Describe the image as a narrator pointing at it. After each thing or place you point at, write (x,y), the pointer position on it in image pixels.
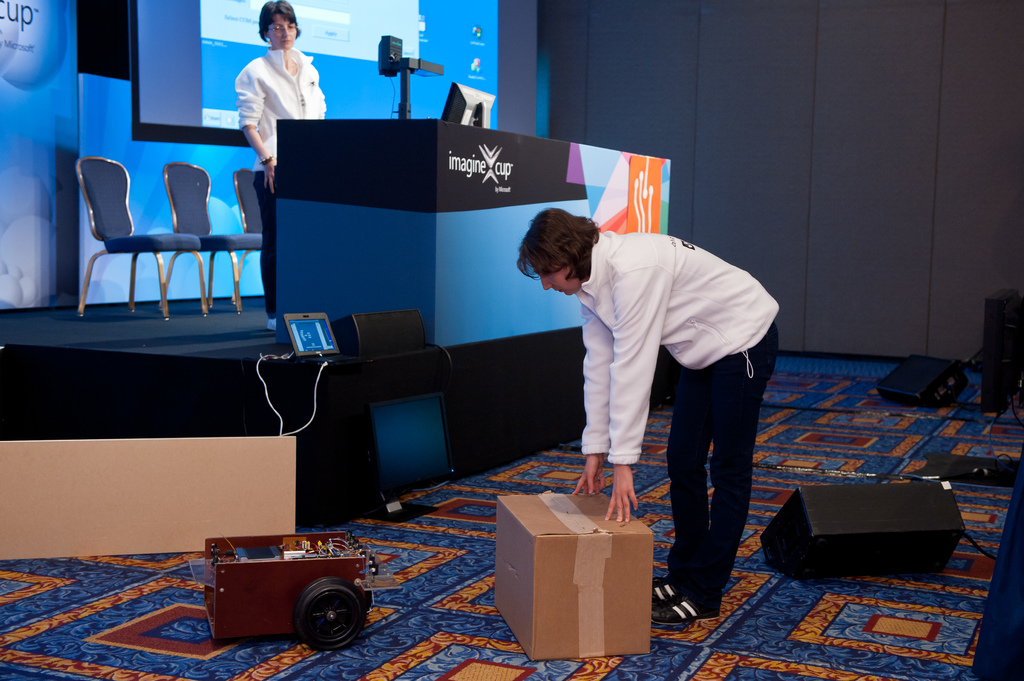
In this image, I can see a person (271,297) standing on the stage (164,375). This looks like a table (504,147) with a computer (472,115) and some other object (401,61) on it. Here is another person (701,407) standing. This is a cardboard box (532,544). I can see a monitor (384,498) and few other objects (854,493) on the floor (797,592). This looks like a laptop (313,355) with the wires (260,373). These are the chairs (205,209). I think this is a hoarding (65,125). This looks like a screen (329,31) with the display (410,37). It looks like a wall (890,134).
